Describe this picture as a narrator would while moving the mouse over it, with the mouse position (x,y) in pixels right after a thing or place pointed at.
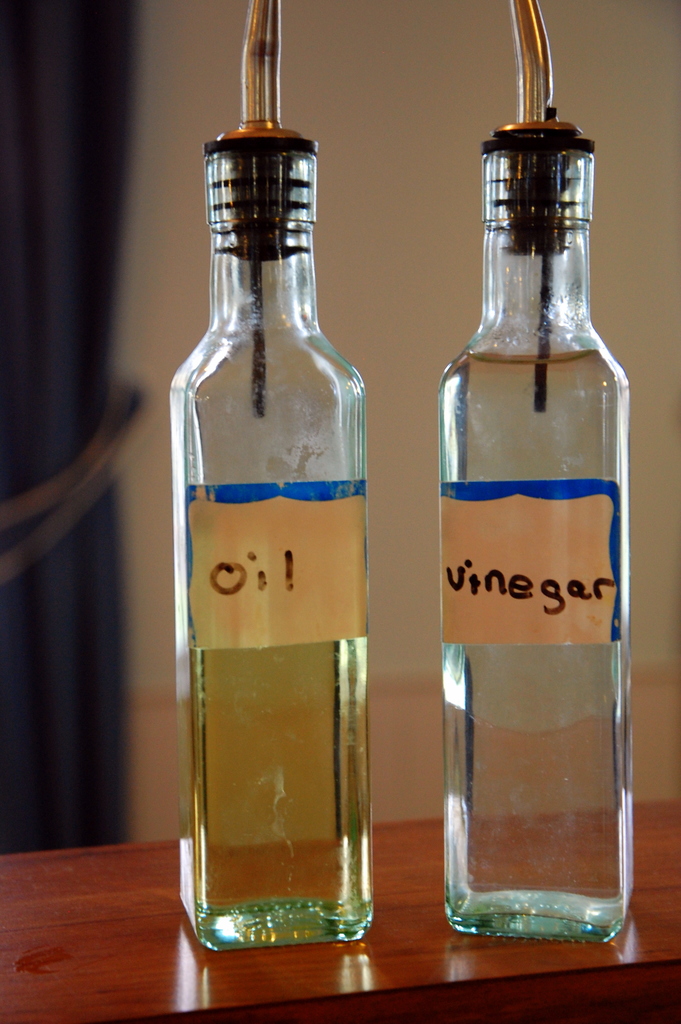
There are two bottle (442,614) on the table (114,909).
